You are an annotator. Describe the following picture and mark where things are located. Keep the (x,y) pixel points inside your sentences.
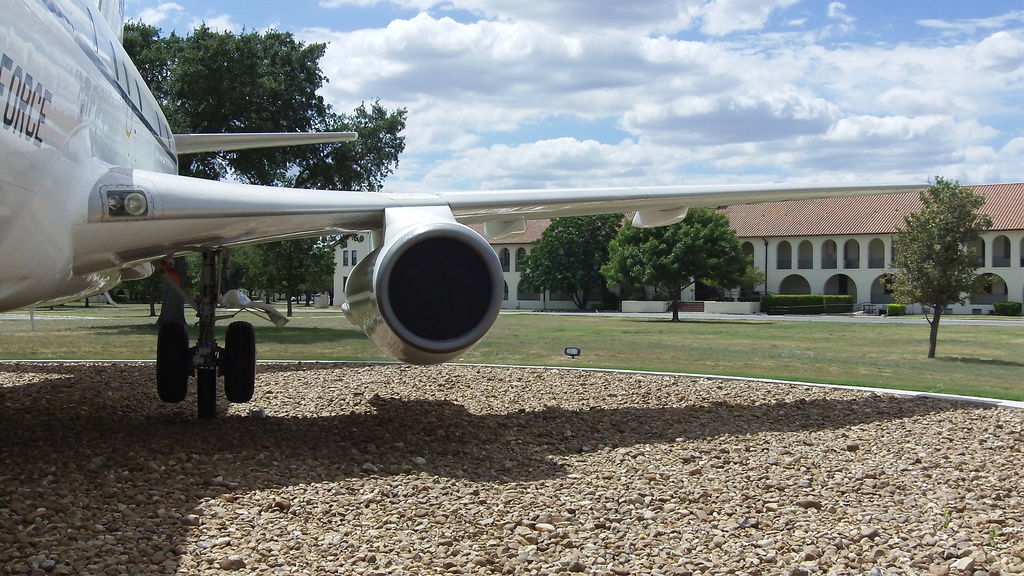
In the image we can see the building (786,261) and the arches (788,262). Here we can see trees (627,221), airplane (22,103) and stones (563,439). Here we can see the grass (808,353) and cloudy sky (633,59).
